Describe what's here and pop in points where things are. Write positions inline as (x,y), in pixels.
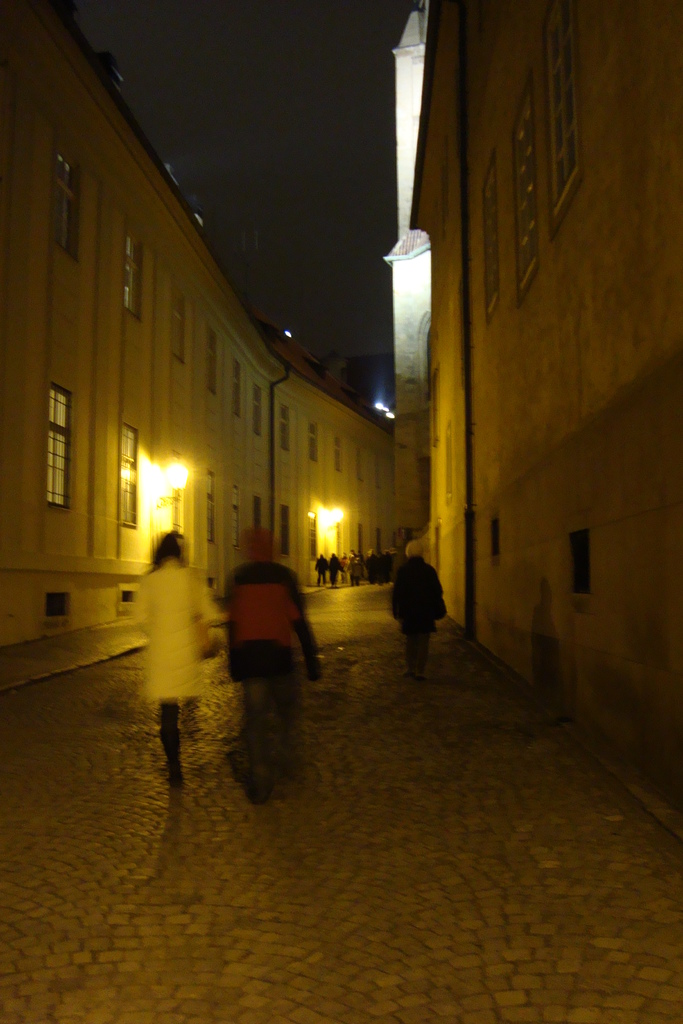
In the center of the image (419,594) there are people (257,535) walking on the road (347,729). To both sides of the image there are buildings (361,435). At the top of the image (280,145) there is sky (242,132). There are windows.
